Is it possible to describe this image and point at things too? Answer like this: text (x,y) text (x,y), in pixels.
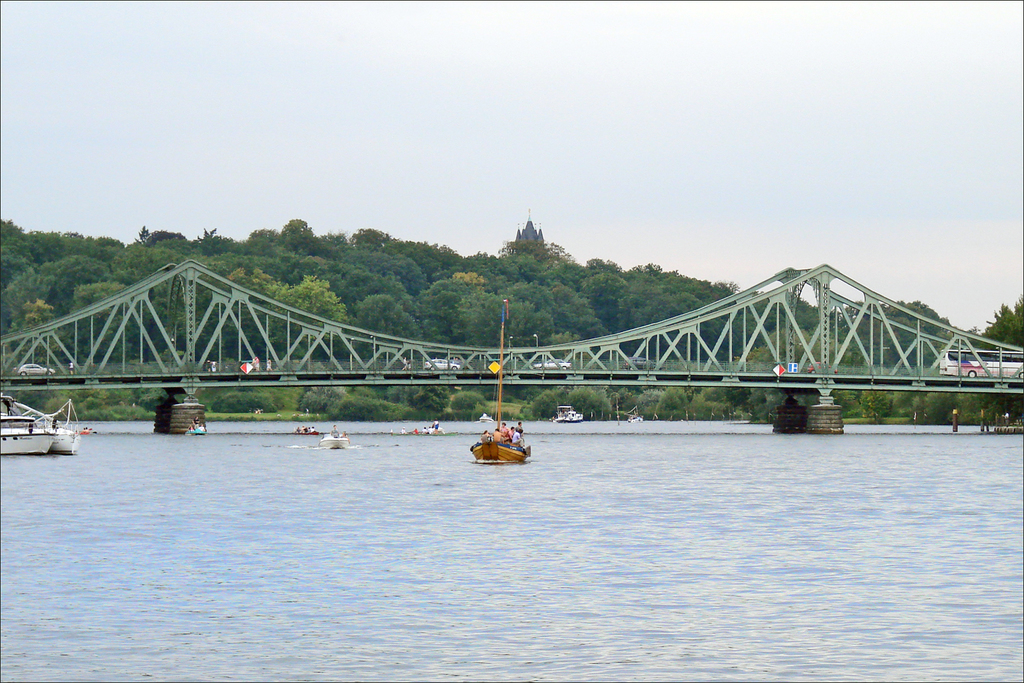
In this image we can see boats (489,449) on the water (617,515). In the back (919,360) there is a bridge (936,371). And there are vehicles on the bridge (331,341). In the background (413,287) there are trees (441,282). And there is sky (503,155).
